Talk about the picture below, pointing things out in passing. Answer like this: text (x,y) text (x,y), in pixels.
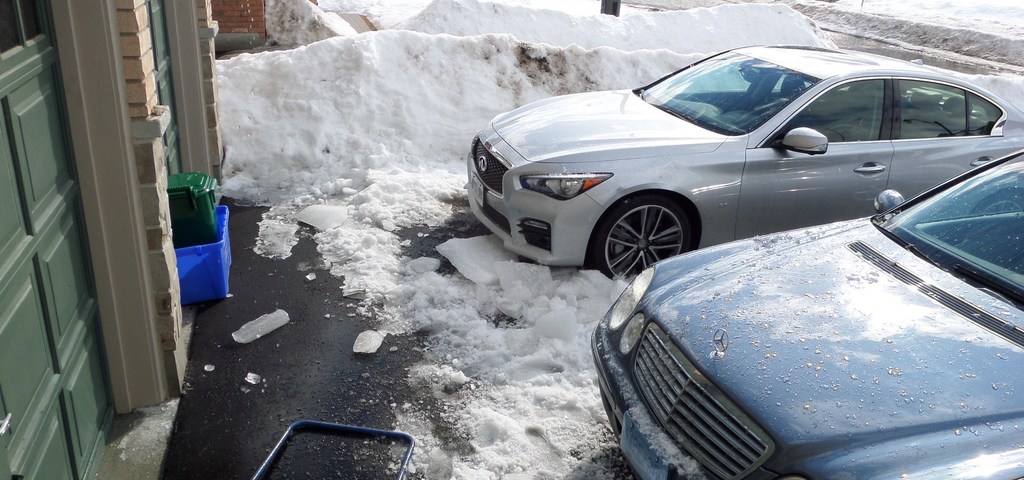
In this image we can see two cars (832,336). One is in white color, the other one is in blue color. Behind snow (380,71) is there. Left side of the image (133,98) door (162,58) and wall (155,145) is present. In front of the door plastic containers (207,239) are there.
